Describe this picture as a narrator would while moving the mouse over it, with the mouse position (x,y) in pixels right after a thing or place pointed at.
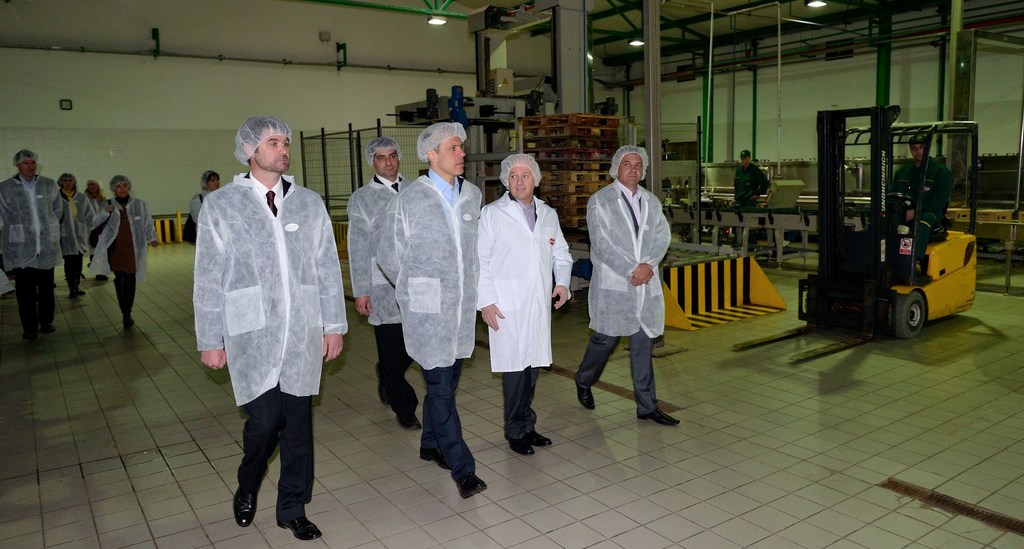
There are many people (281,318) walking. They are wearing coats (137,211) and caps (378,147). On the right side (857,165) there are some machines (484,151). Also there are poles (712,88). On the ceiling (626,34) there are lights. In the back (249,91) there is a wall (821,88).
